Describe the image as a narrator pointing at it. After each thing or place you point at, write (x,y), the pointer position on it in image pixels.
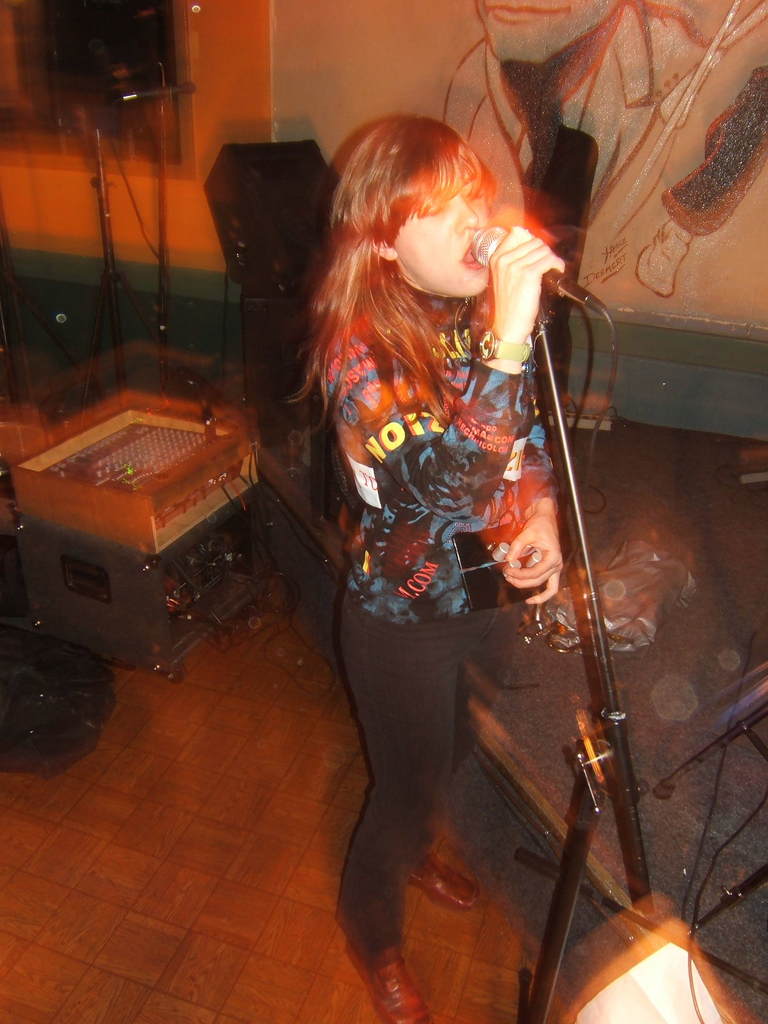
In this image I can see a women (368,293) is standing in the front (422,204) and I can see she is holding a mic (568,288). In the background (299,415) I can see few equipment (88,439), two more mics (173,91) and a painting (454,95) on the wall (713,296). On the bottom right side of this image (601,1007) I can see a light (698,994) and I can see this image is little bit blurry.
